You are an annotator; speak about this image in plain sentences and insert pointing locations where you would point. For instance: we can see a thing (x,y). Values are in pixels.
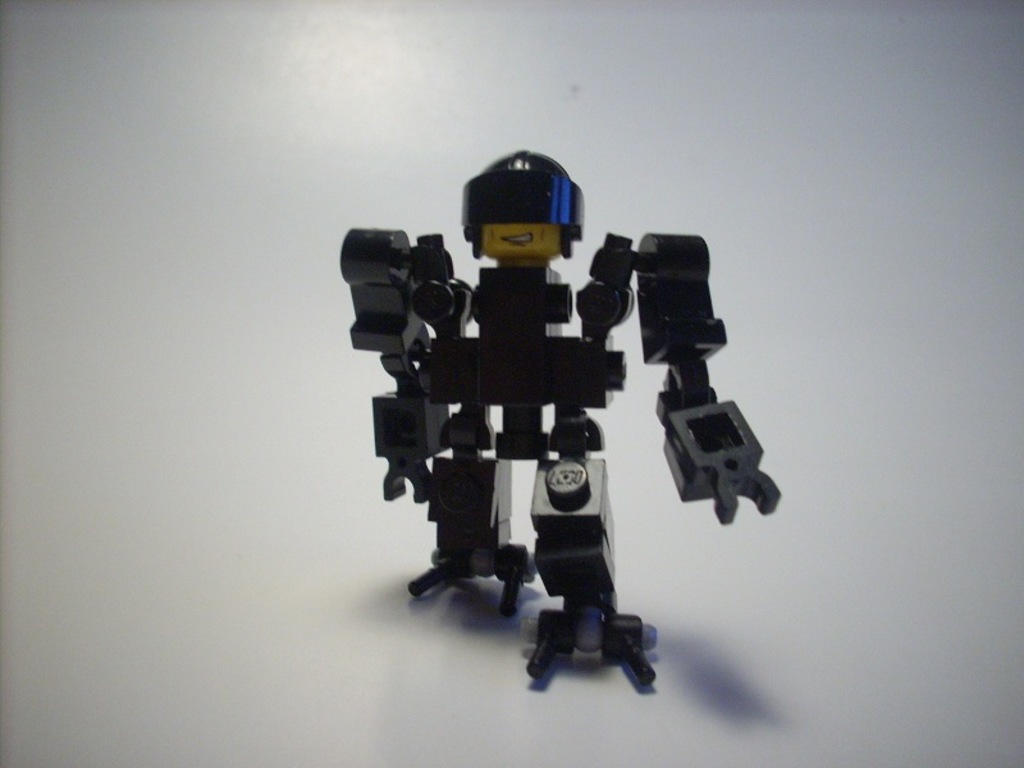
In this picture we can see a toy (512,413) on the white platform (351,623). In the background of the image (726,103) it is white.
